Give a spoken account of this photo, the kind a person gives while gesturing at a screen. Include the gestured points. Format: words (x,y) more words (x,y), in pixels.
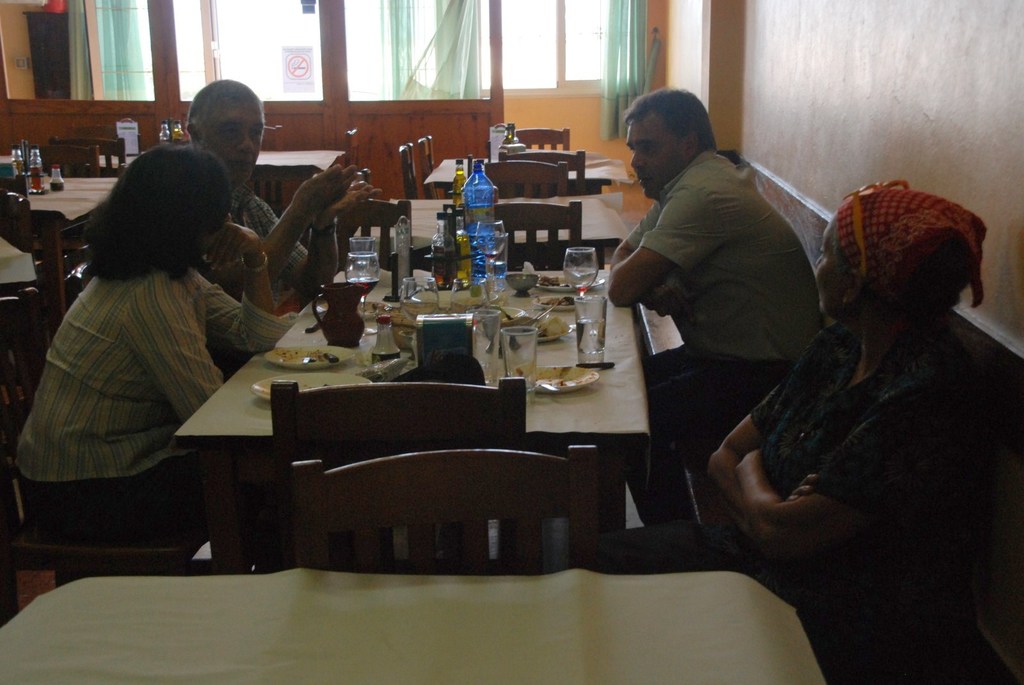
In this picture we can see some persons (728,206) are sitting on the chairs (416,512). This is table (615,414). On the table (612,399) there are some glasses (586,301), plates (296,360), jar (332,322), and a bottle (458,187). This is the wall (932,74). And there is a curtain (627,46).
